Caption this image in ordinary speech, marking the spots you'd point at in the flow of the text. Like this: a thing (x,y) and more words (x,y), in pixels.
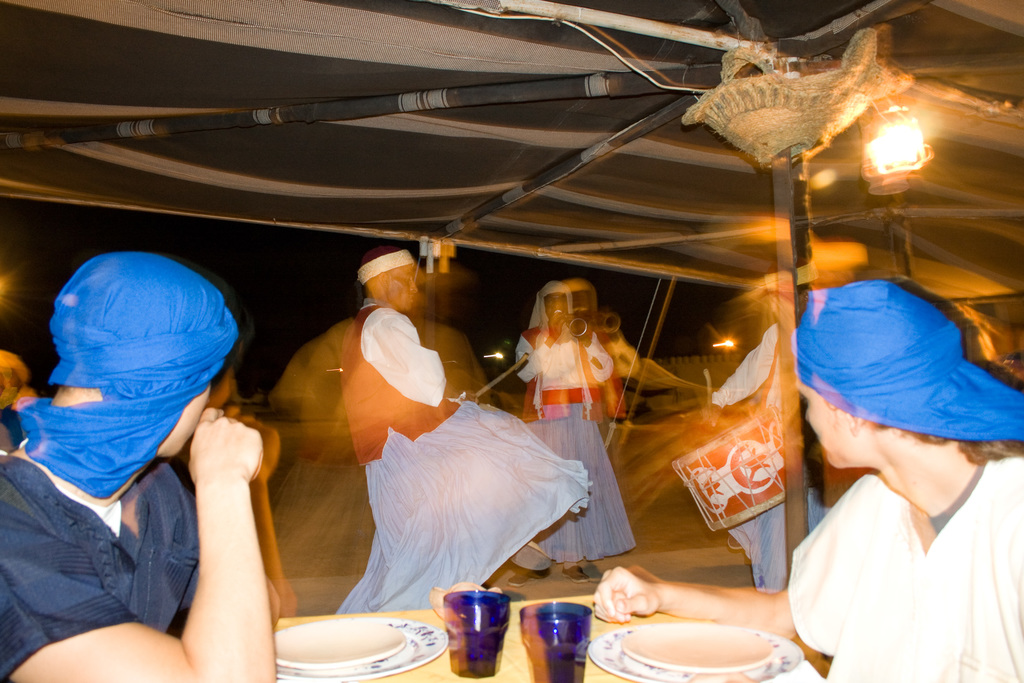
These two people (562,391) are playing musical instruments (706,523). This person (496,431) is holding a stick (523,357). Under this tent (756,166) there is a lantern lamp (874,140) and people (447,389). On this table (518,635) there are glasses (486,645) and plates (592,657).
